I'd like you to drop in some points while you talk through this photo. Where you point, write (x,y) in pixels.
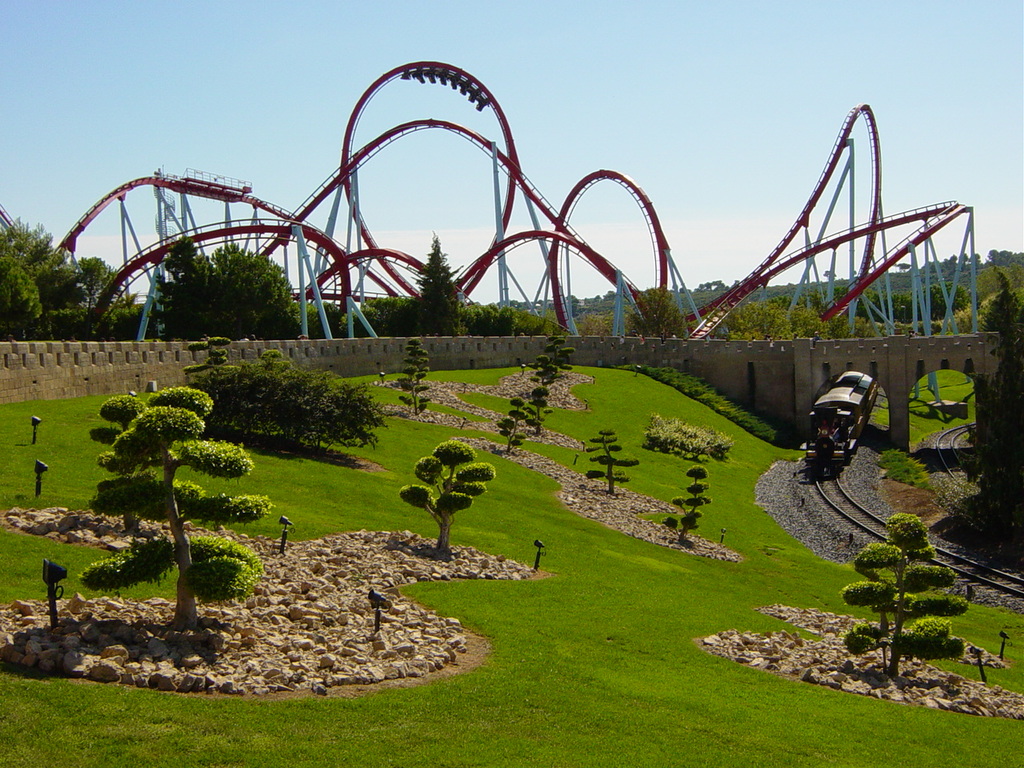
In the center of the image (418,267) we can see the fun rides (352,145). In the background of the image (3,285) we can see the trees (394,309), wall (254,352), bridge (980,352), grass (735,441), plants (953,329), train (846,406), lights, railway tracks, stones (830,537). At the top of the image (393,60) we can see the sky (923,108). At the bottom of the image (577,658) we can see the ground (536,713).
